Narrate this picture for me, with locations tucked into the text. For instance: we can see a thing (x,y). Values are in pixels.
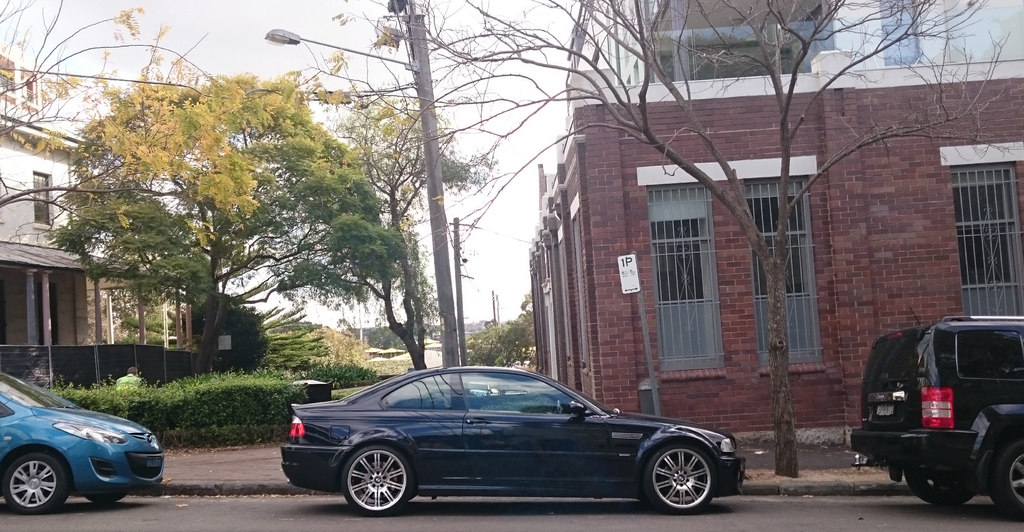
In the center of the image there are cars (496,443) on the road (846,501). In the background of the image (618,277) there are buildings (727,272), trees (394,200). There is a light pole (419,47). There is sky (231,36).
